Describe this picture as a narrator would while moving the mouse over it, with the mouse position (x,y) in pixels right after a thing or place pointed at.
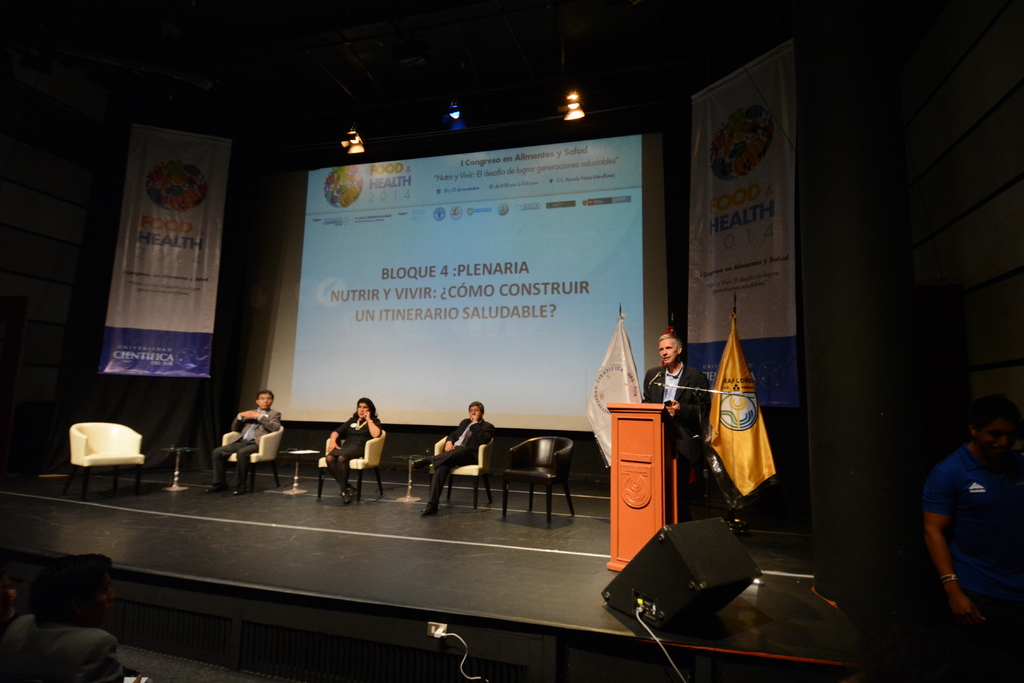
In this picture we can see a few people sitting on the chair (322,485). There is a person (688,410) standing in front of the podium (672,468). We can see a few flags (719,457), loudspeakers (679,547), posters (192,354), projector (558,423) and some lights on top (459,106). There are some people (29,647) on the right (1012,527) and left side of the image (76,657).
